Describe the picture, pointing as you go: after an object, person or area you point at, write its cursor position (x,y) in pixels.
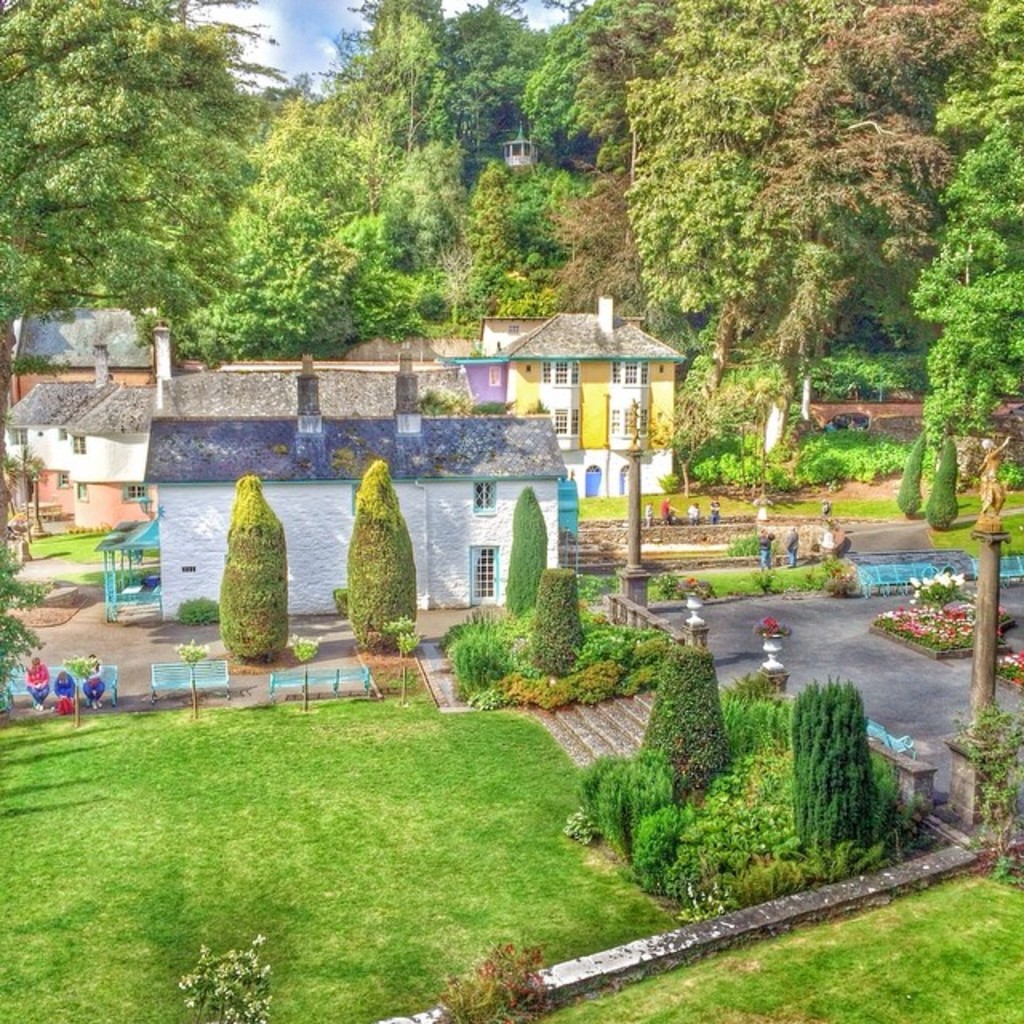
In this image there is a beautiful garden (481,621), in this garden (303,736) there are benches (180,682) on that benches (10,692) three persons (41,690) sitting, on the right (983,690) there are pillars (628,579), in the background (152,131) there are trees (512,101), in the middle (606,379) there is a house (283,428).
